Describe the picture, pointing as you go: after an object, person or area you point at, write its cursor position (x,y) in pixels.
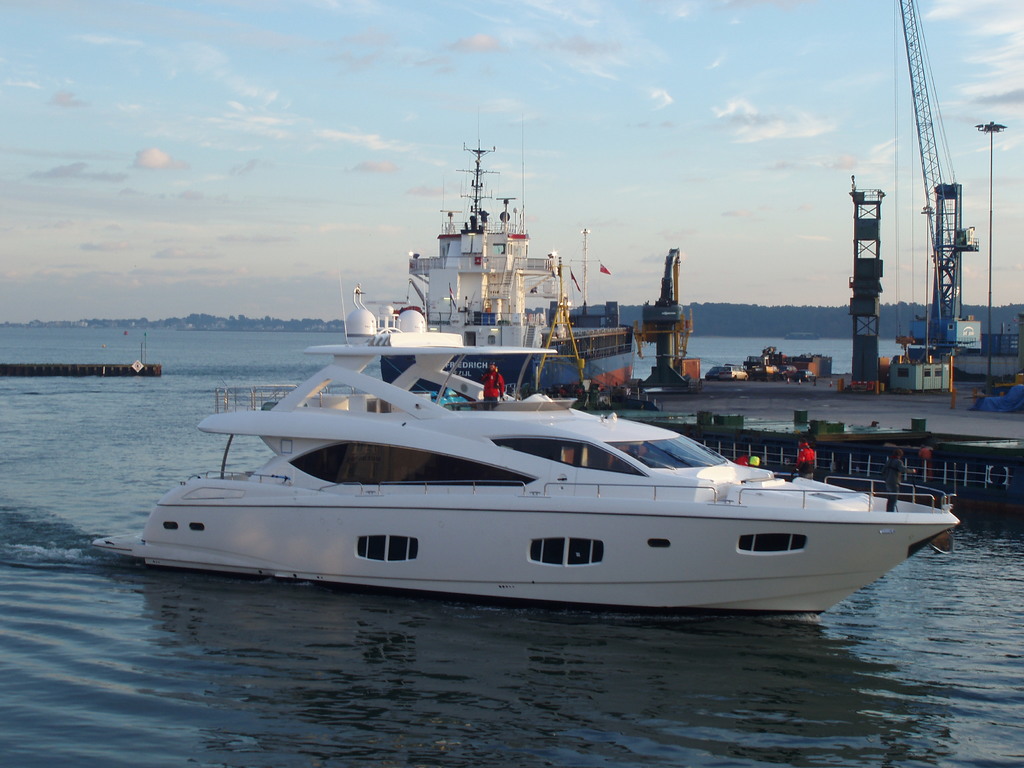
In this image I can see few boats (309,564) and ships (471,319) on the water (333,669). To the side I can see the crane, vehicles (738,373) and some objects (806,423). In the background (295,148) I can see many trees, clouds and the sky (300,167).
